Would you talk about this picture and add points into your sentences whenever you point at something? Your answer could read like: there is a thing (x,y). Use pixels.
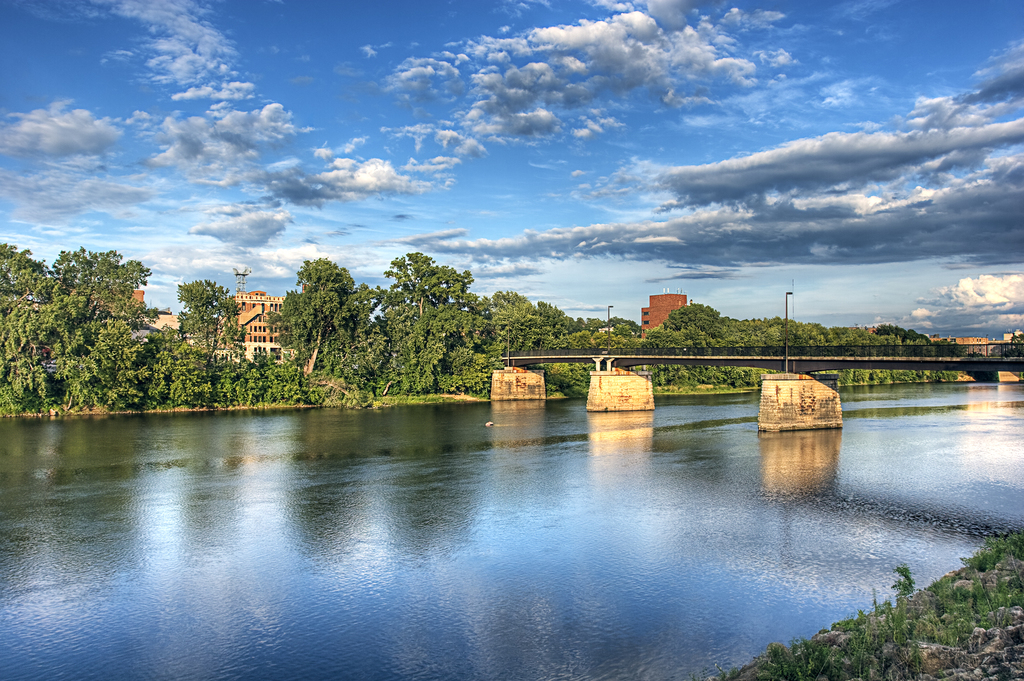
In this picture we can see a few plants (872,651) in the bottom right (885,651). We can see water (543,442) and a bridge (768,361). There are walls (620,400) visible in the water (544,442). We can see some trees (2,394), poles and buildings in the background (515,320).
